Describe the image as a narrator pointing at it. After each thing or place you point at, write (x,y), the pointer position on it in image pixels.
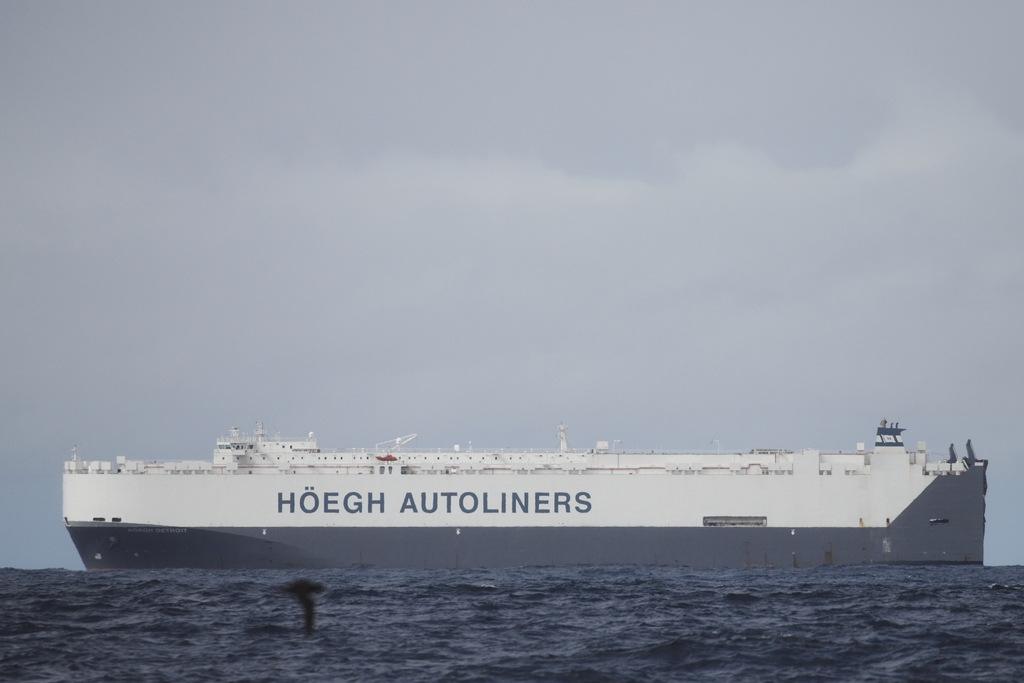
In this image, I can see the car carrier ship (416,527) moving on the water (770,585). I think this is the sea (240,636).
